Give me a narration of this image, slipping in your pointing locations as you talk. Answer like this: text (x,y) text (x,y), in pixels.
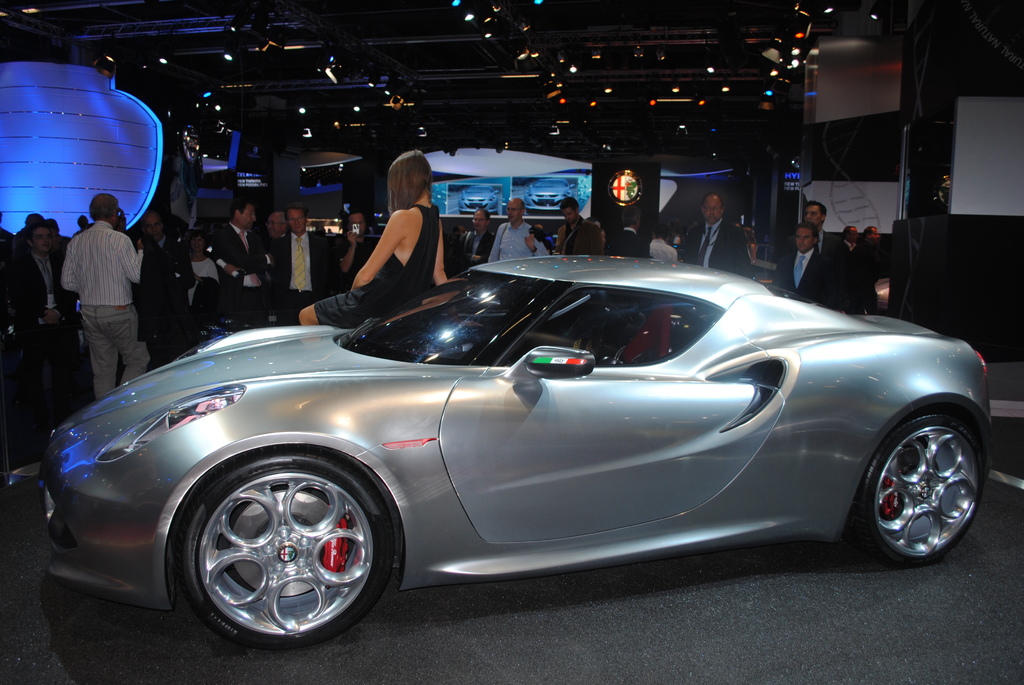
In this picture I can see there is a person (389,279) sitting on the car (515,372) and there are other persons (244,233) standing here and there are lights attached on the ceiling (490,119).
